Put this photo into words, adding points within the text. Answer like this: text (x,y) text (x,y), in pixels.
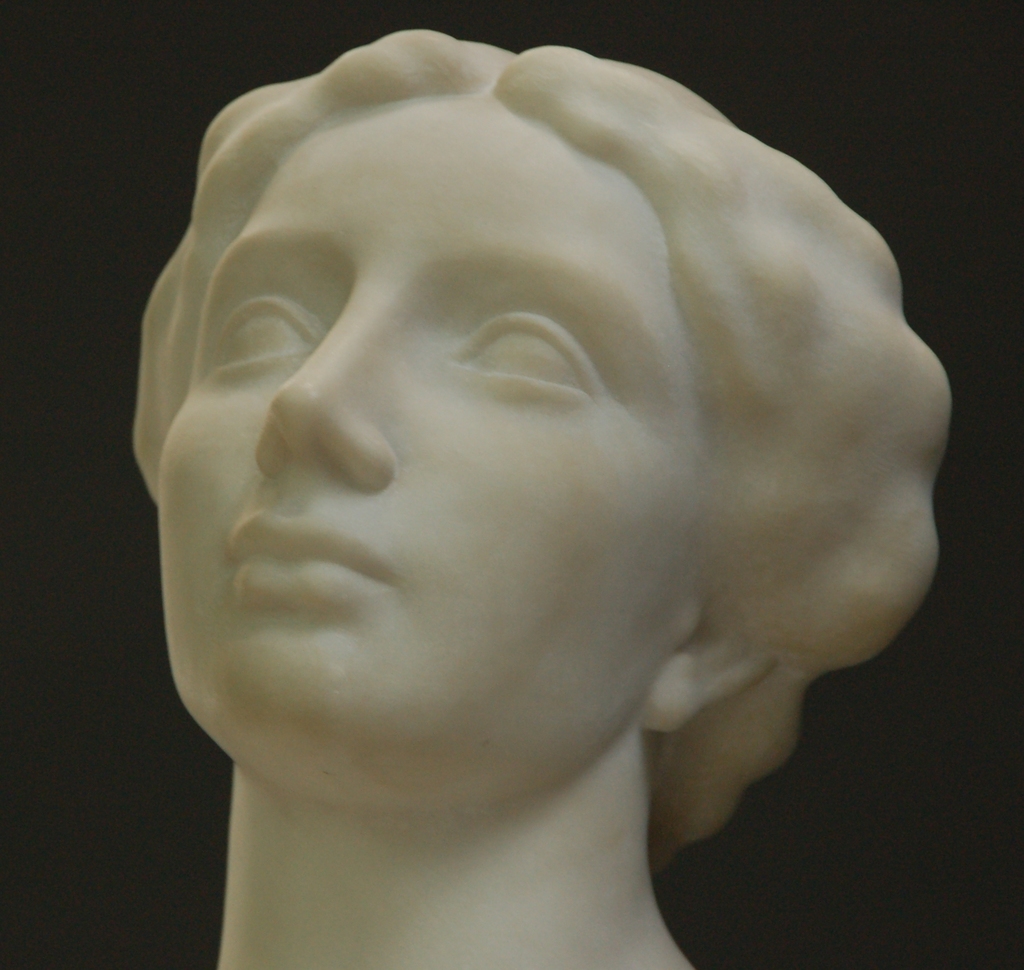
This image consists of a statue (447,407) in white color. The background (15,561) is too dark.
